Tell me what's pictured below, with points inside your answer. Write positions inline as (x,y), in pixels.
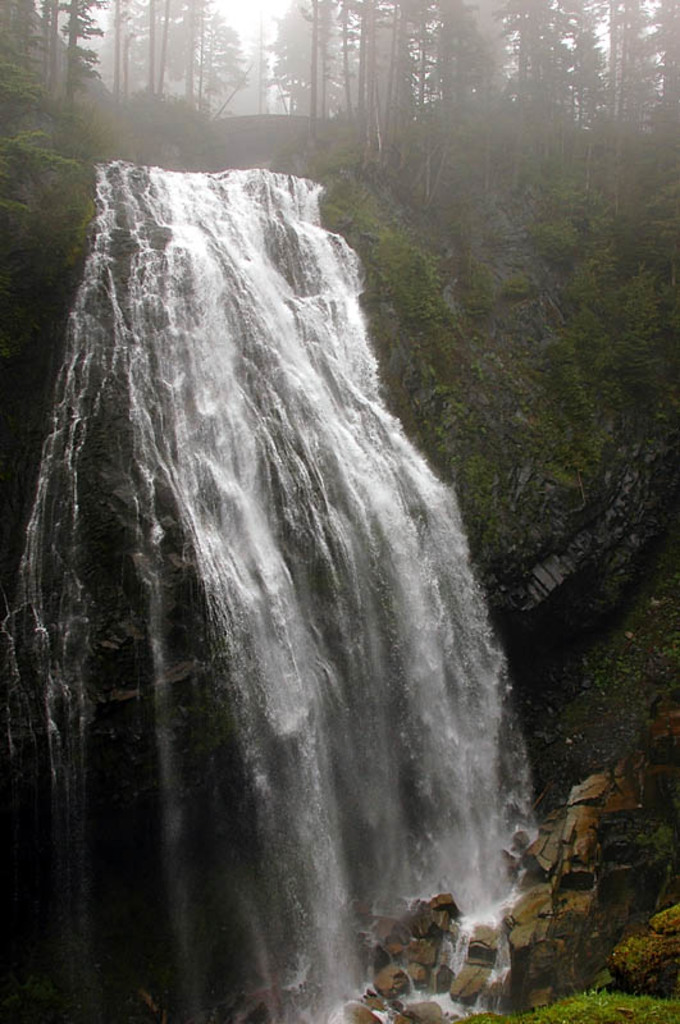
In this image I can see a waterfall (328,888), few rocks (591,969) and few trees (443,128).
